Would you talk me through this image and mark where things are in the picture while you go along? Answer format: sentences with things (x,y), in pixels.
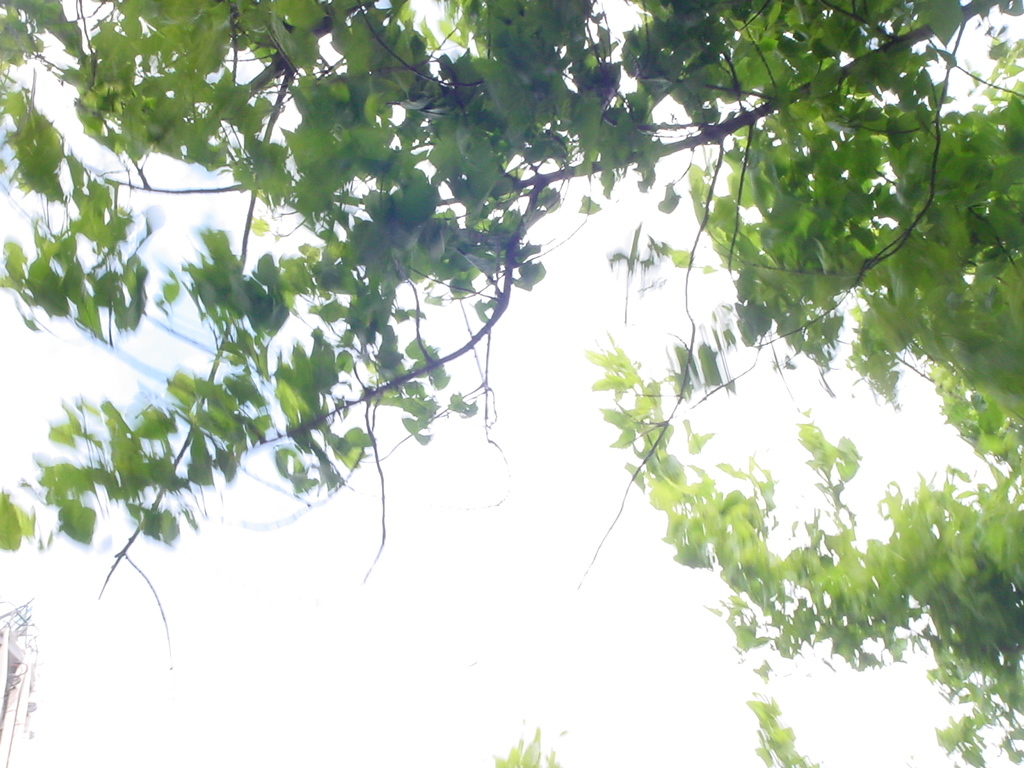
We can see green leaves (1023,615) and stems (405,381). In the background (532,566) it is white.
